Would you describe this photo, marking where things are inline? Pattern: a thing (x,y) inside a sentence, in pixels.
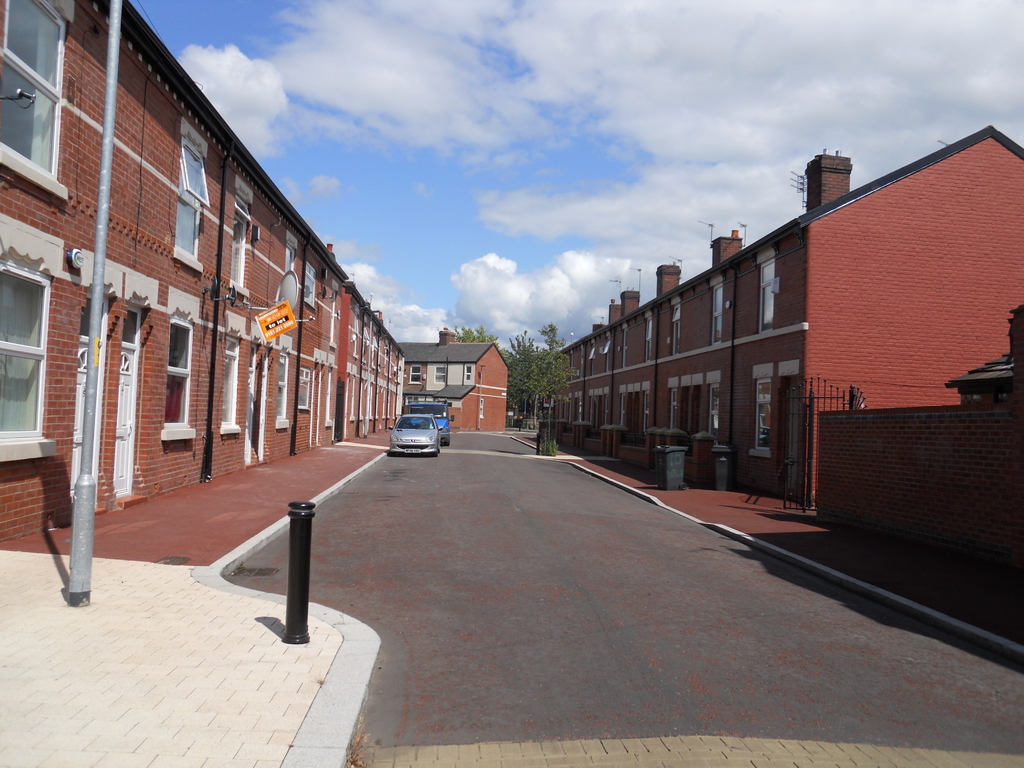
In this image I can see a road (444,579) and few vehicles (410,424) on it. I can also see few buildings (307,352), number of windows (41,423), few trees (550,380), few poles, an orange colour board (277,333) and on it I can see something is written. In the background (437,327) I can see clouds (223,103) and the sky (376,178).
